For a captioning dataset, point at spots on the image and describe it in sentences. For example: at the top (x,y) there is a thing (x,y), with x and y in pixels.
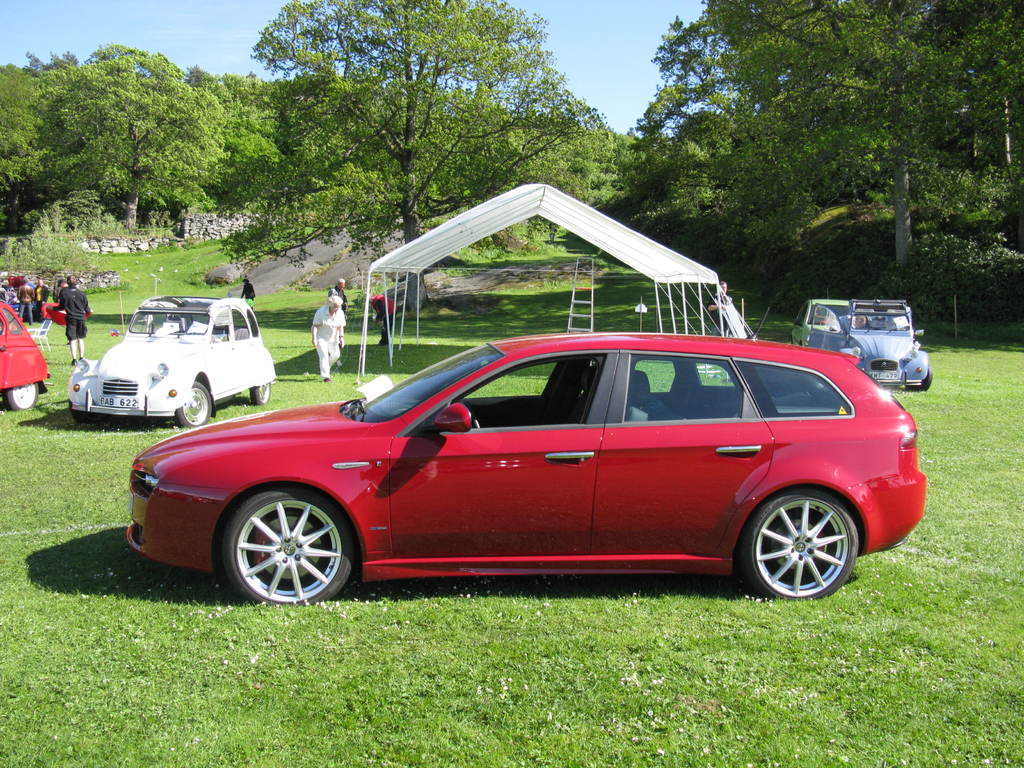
In this image I see few cars (732,373) and I see few people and I see the green grass (26,725). In the background (40,158) I see the trees (450,216), plants (63,222), stones (183,220) over here and the blue sky (656,40).
